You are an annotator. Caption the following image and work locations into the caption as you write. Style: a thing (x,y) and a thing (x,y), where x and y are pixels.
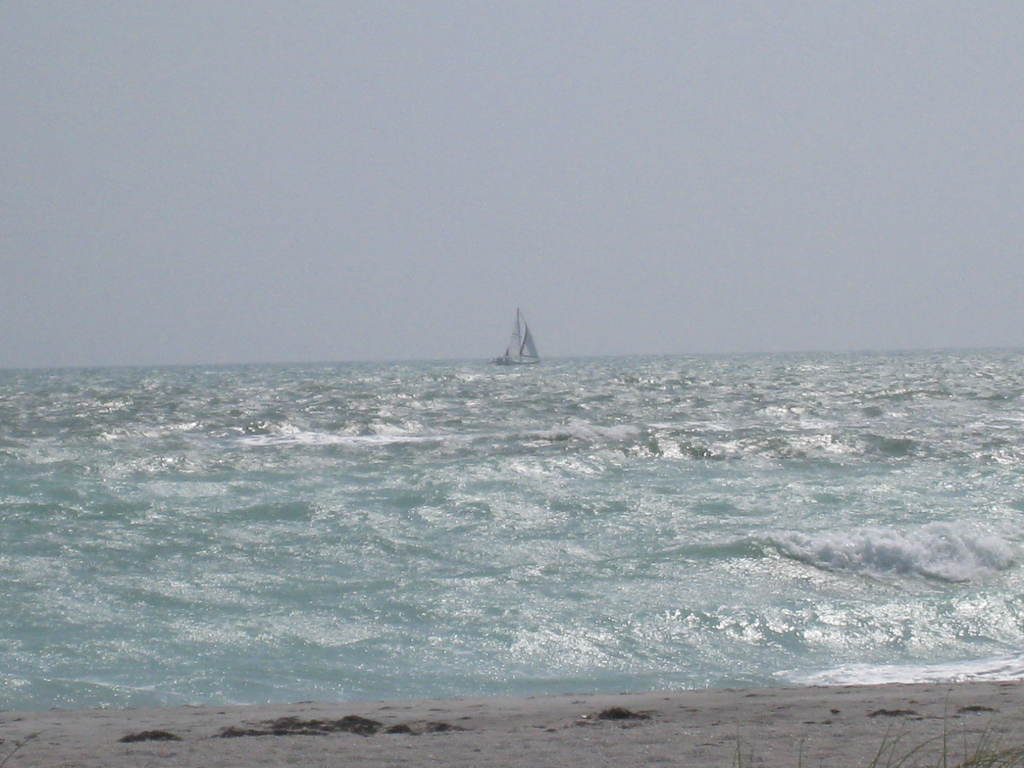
In this image in the center (520,443) there is one sea (557,464), in that sea (535,377) there is one boat (512,360) and at the bottom (397,719) there is sand (555,719). At the top of the image (381,127) there is sky (488,254).
